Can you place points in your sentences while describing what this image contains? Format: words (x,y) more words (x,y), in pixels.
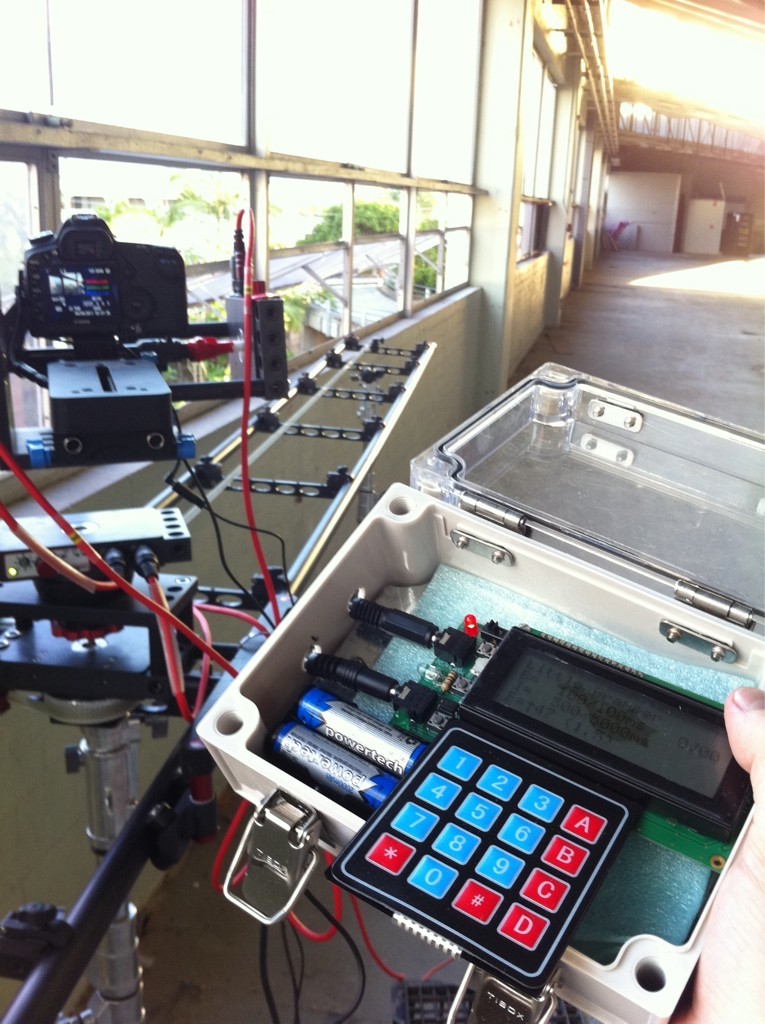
In this image we can see some electronic objects (343,606), on the left (120,311) we can see camera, windows (535,64), in the top right corner (658,105) we can see few objects (738,250).
